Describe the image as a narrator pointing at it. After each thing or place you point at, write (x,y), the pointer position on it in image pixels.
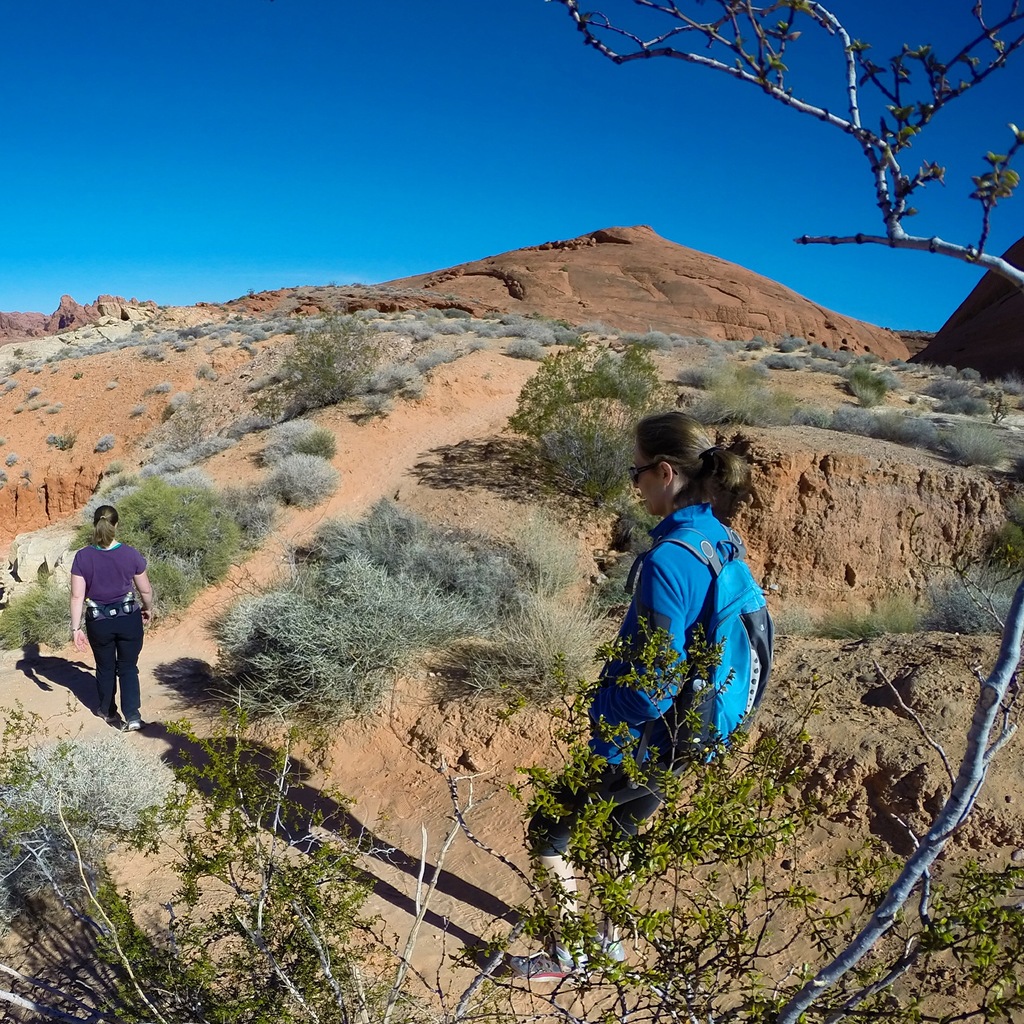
In this image we can see women (126,635), grass (293,687), plants (287,615), trees (558,407), hill (515,267), rocks (78,313) and sky (549,157).
